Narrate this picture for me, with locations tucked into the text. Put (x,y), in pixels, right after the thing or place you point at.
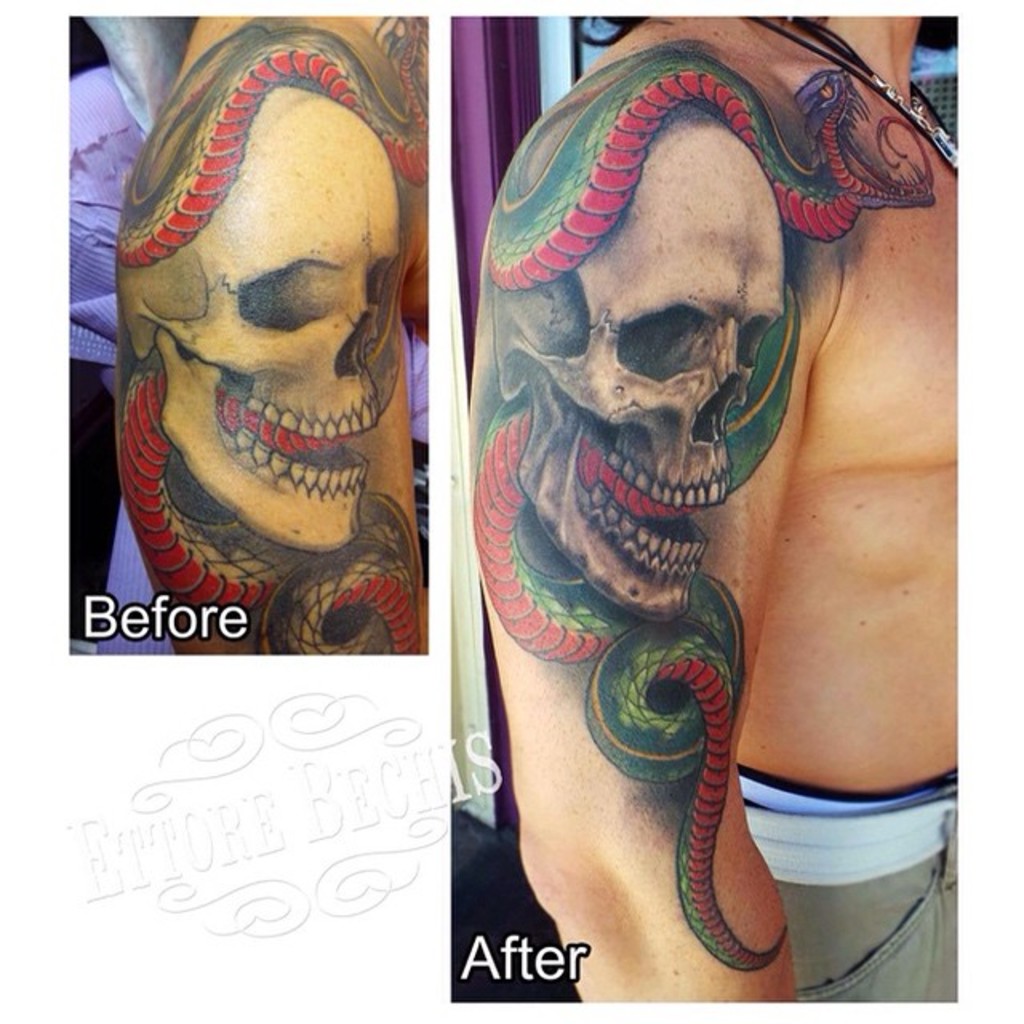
It is the collage of two images. In this image there is a tattoo (666,602) on the hand (666,602). In the tattoo (663,477) there is a skull (694,292) and there is a snake (756,143) above the skull (652,145).
